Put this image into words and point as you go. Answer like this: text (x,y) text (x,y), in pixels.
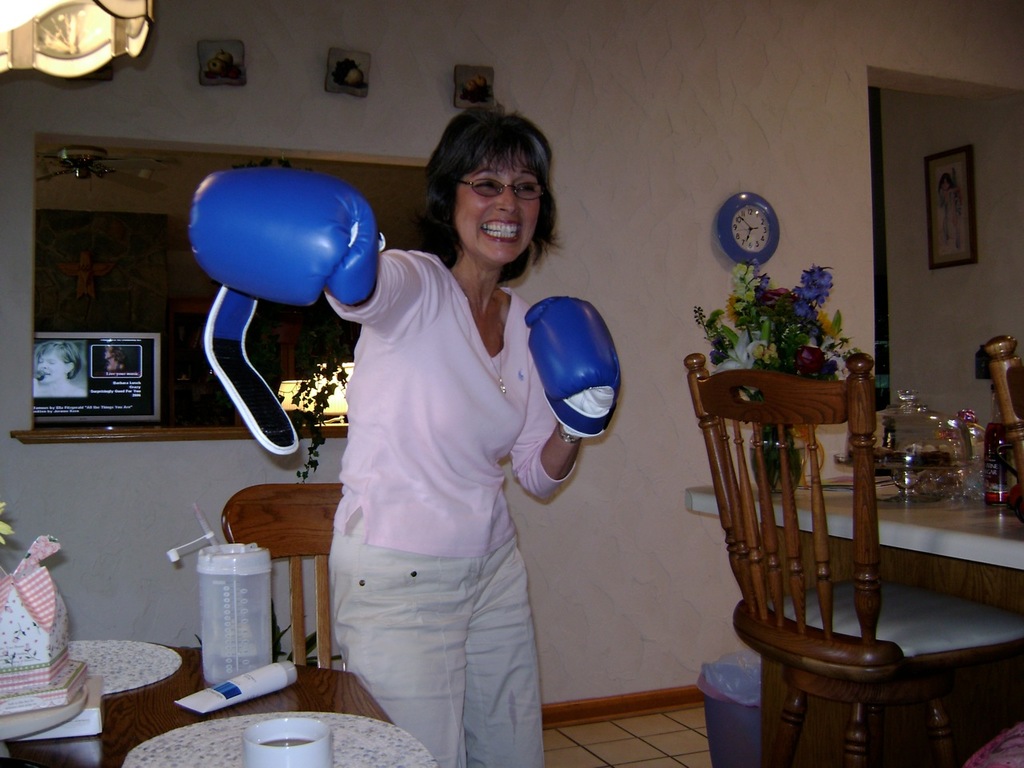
In this image we can see a woman (480,249) wearing spectacles (528,196) and boxing gloves (347,279) on her hand (364,282) is standing on the floor (651,744). In the background (959,196), we can see a group of chairs (301,625), tables (335,679), a jar (237,634) placed on the table (311,705) along with a cup (313,746), a flower vase (775,364) and a clock (764,244) on the wall (776,271) and some photo frames (976,227).
